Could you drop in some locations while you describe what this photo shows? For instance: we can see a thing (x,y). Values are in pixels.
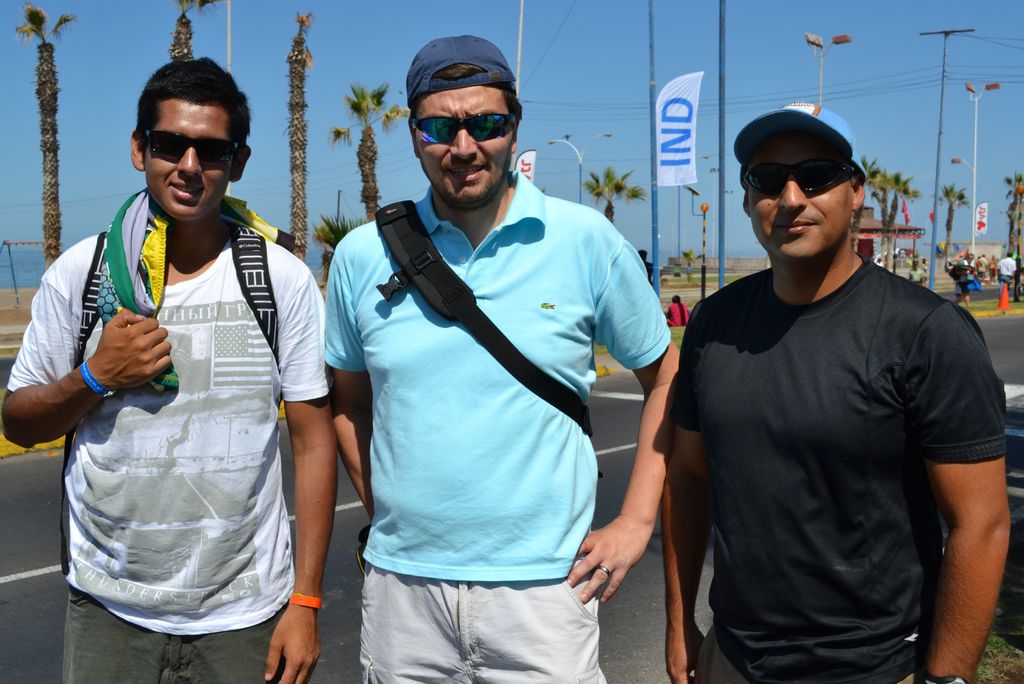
In this image we can see three people (485,367) standing on the road (633,578) with goggles (814,178), in the background (657,278) there are few trees (378,154), people (958,262), a pole (654,70) with banner (661,156), current pole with wires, street lights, a shed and sky (640,156).
